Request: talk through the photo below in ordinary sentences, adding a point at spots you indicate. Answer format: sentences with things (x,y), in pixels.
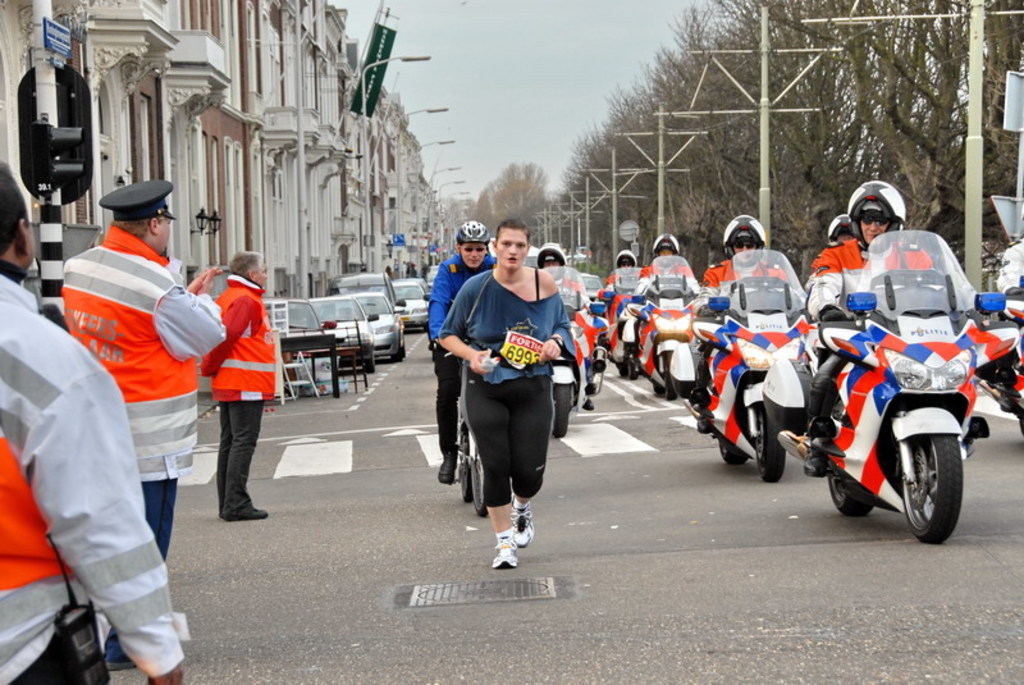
In this image I can see number of people (26,599) are standing and also few of them are on their bikes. In the background (316,327) I can see few more vehicles (359,276) and few buildings (360,182). This side I can see few poles (768,141) and number of trees (726,185).
